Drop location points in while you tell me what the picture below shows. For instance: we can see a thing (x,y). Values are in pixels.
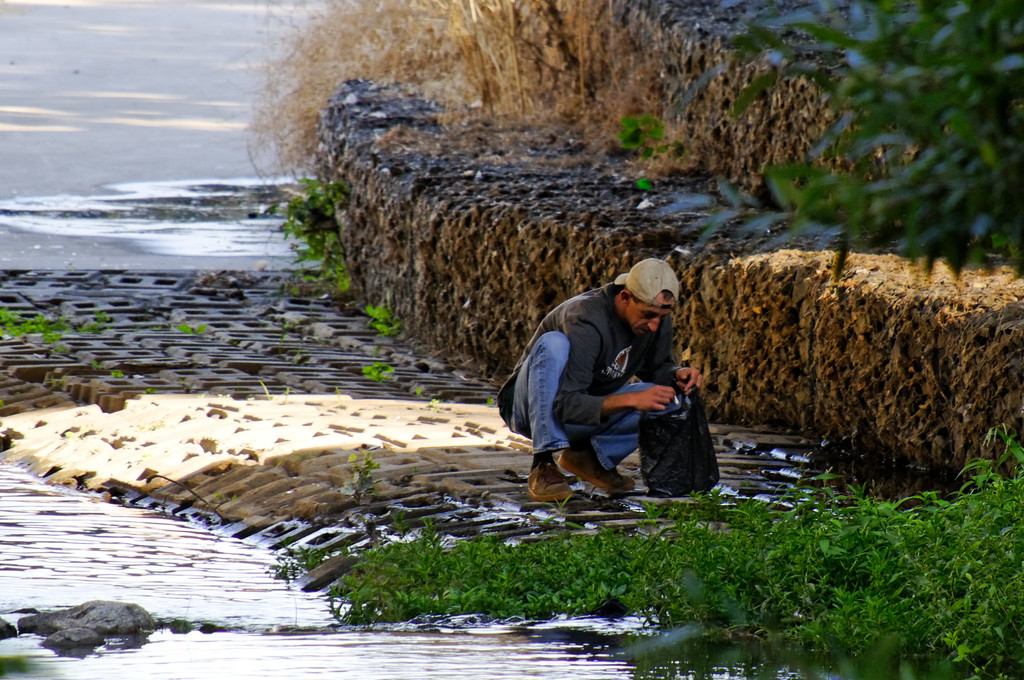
In this picture there is a man (585,399) holding black color cover (683,436) and wearing a cap (646,273) on his head (629,289). There is some water (232,622) in the left side (129,558). We can observe some plants (765,577) here. In the right side (960,122) there is a tree (883,222). In the background (187,114) we can observe a road (142,73).
